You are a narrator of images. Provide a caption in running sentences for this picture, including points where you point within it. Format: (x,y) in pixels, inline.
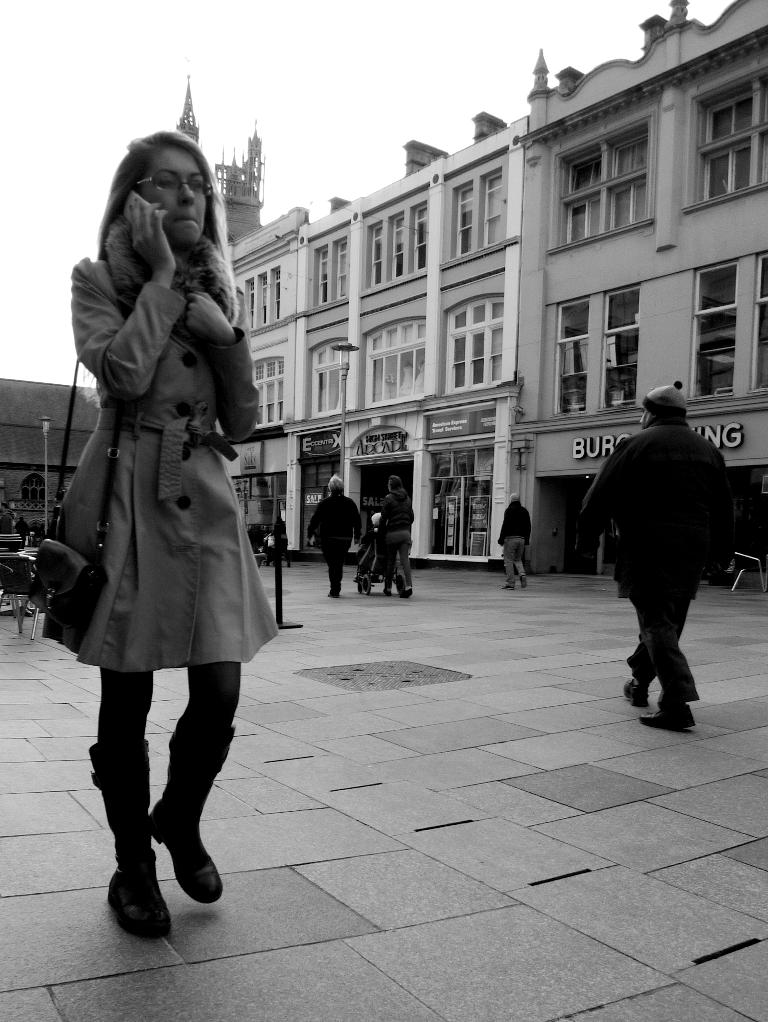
In this image there are many people (632,564) walking on the street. In the left (165,411) a lady (164,320) wearing winter clothes (129,449) is walking on the street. In the background (534,402) there are buildings (534,402). The sky (286,10) is clear.
